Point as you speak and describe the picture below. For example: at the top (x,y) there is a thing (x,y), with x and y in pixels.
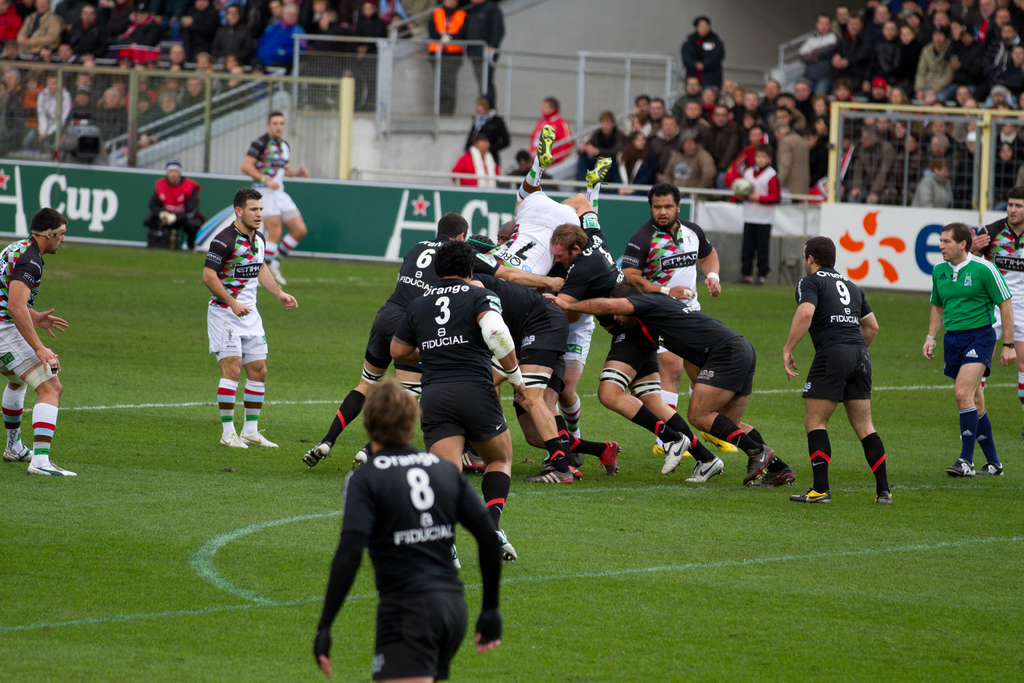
In this image we can see a group of people (423,475) standing on the ground (608,411). In that some men (648,403) are holding each other. A person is sitting on the ground (192,266) and a child (759,189) standing holding a ball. On the backside (654,176) we can see a group of people (780,177) standing beside the fence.
